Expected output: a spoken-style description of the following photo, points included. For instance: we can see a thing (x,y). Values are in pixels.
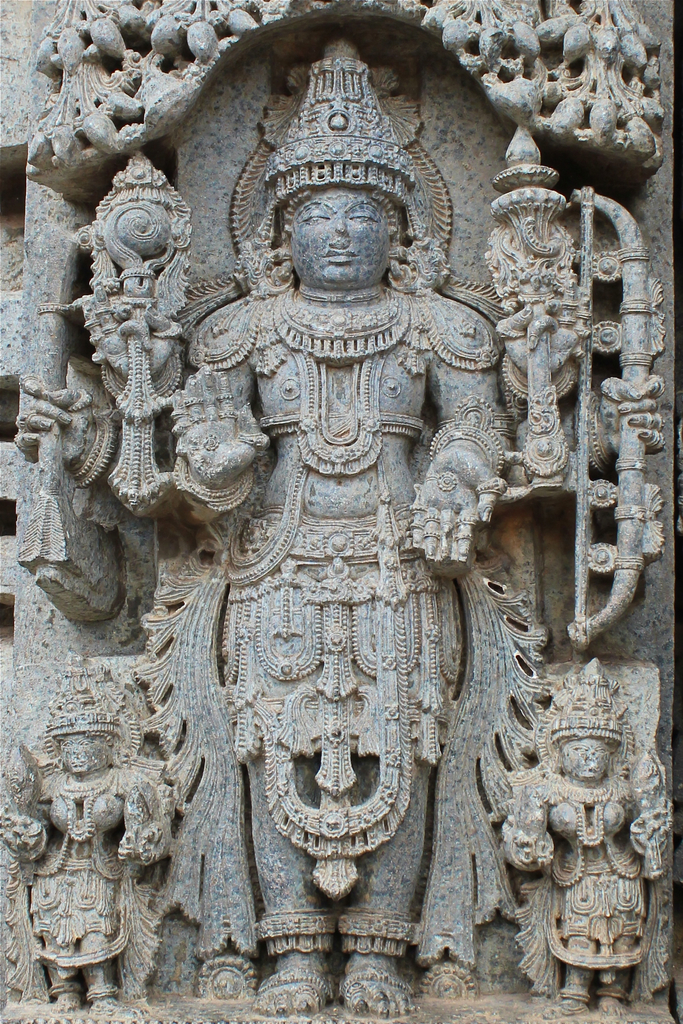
In this image there are a few sculptures (604,444) and carvings (44,551) on the wall (453,201). In the middle of the image (312,590) there is a sculpture (180,419) of a god (323,802).
